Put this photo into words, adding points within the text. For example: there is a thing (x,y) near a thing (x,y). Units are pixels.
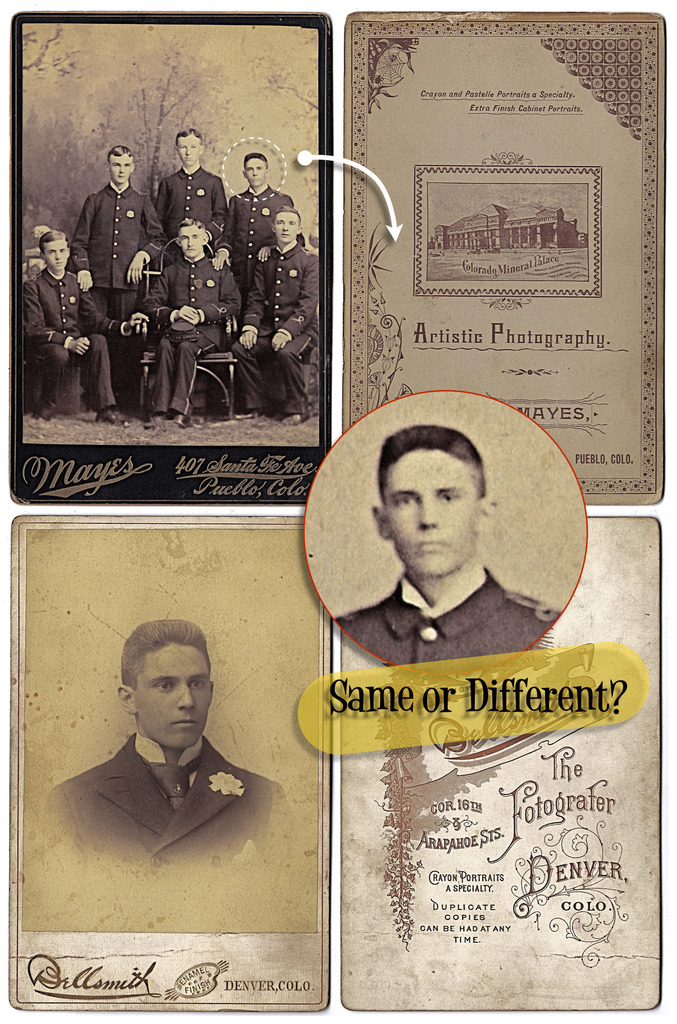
This image consists of four posters (156,586) in which there are persons (150,218) wearing black dress (145,215). To the right (479,232), it looks like a certificate (604,202).
